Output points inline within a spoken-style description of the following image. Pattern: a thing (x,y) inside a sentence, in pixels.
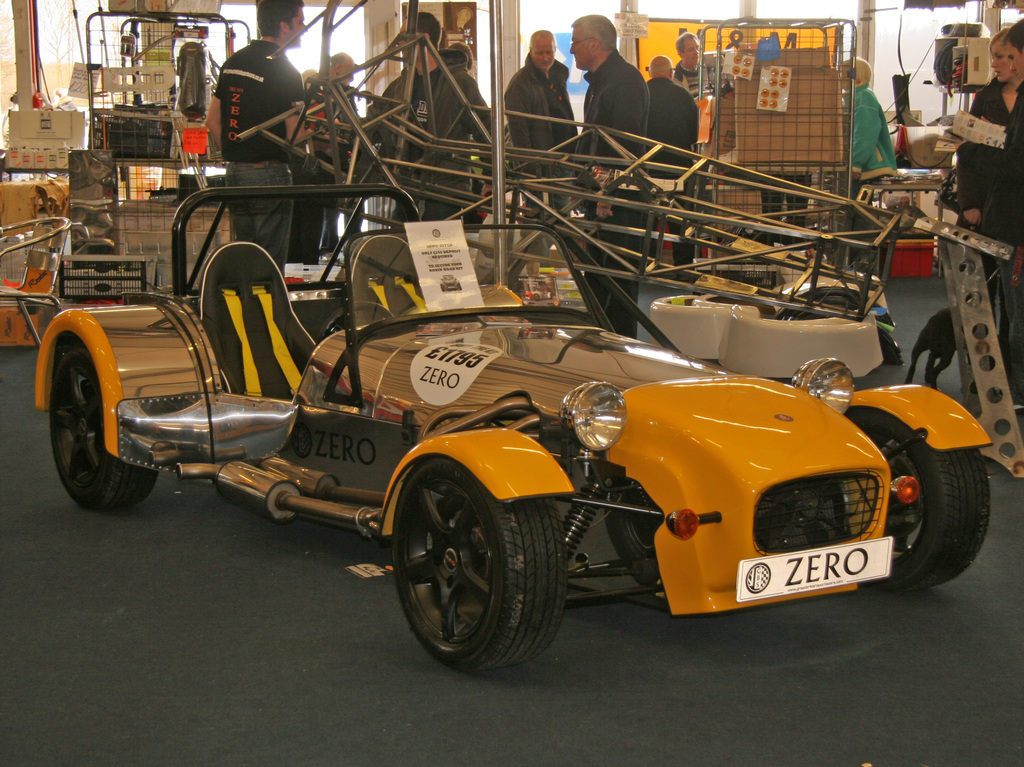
In this image I can see a vehicle (631,452) which is in yellow and black color. Back I can see few people (413,115), chair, card-boxes (802,67) and few objects (847,237) on the floor (912,307).
